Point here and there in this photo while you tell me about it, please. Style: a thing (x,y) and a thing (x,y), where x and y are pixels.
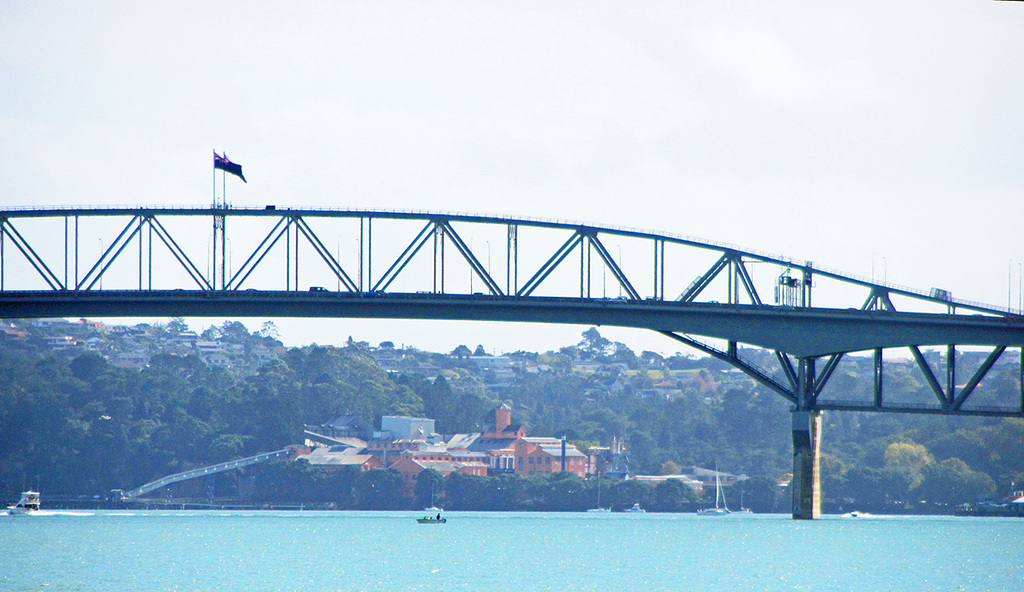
In this image I can see at the bottom (431,526) there is a boat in the water (393,544), in the middle (360,306) there are buildings (416,443) and there is a very big bridge (288,286). At the top (428,108) it is the cloudy sky (445,109).
